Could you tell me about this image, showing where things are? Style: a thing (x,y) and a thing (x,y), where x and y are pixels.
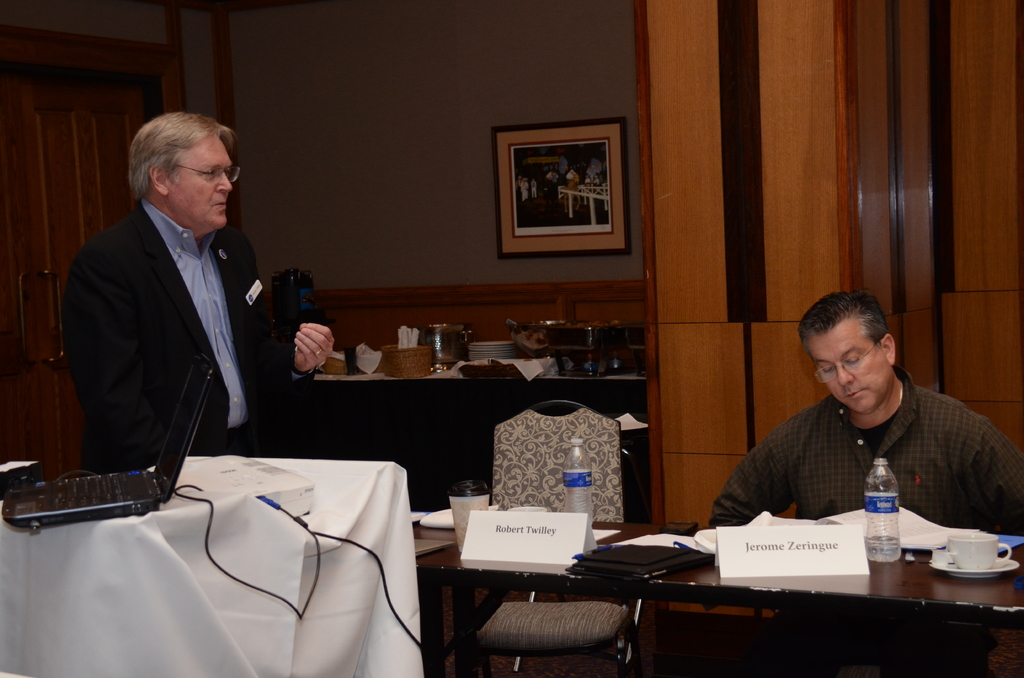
There are two men (942,422) in a room (112,95) one standing beside laptop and talking to man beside sitting in a chair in front of table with papers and coffee cup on it.
